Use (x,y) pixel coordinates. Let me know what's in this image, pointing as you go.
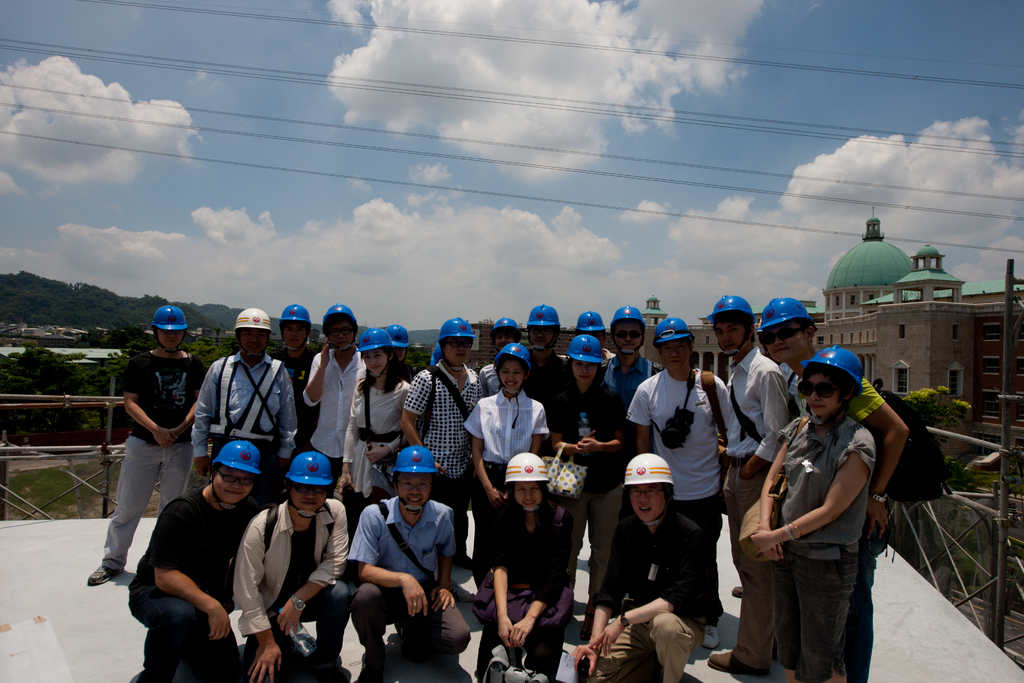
In this picture there are group of people (513,356) standing and smiling and there are group of people (540,530) on knee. At the back (951,349) there are buildings (999,354) and trees (221,355) and there is a railing (1,431). At the top (259,221) there is sky (360,109) and there are clouds (630,112) and wires (771,47). At the bottom (43,489) there is grass (57,486) and there is a floor (937,614).
